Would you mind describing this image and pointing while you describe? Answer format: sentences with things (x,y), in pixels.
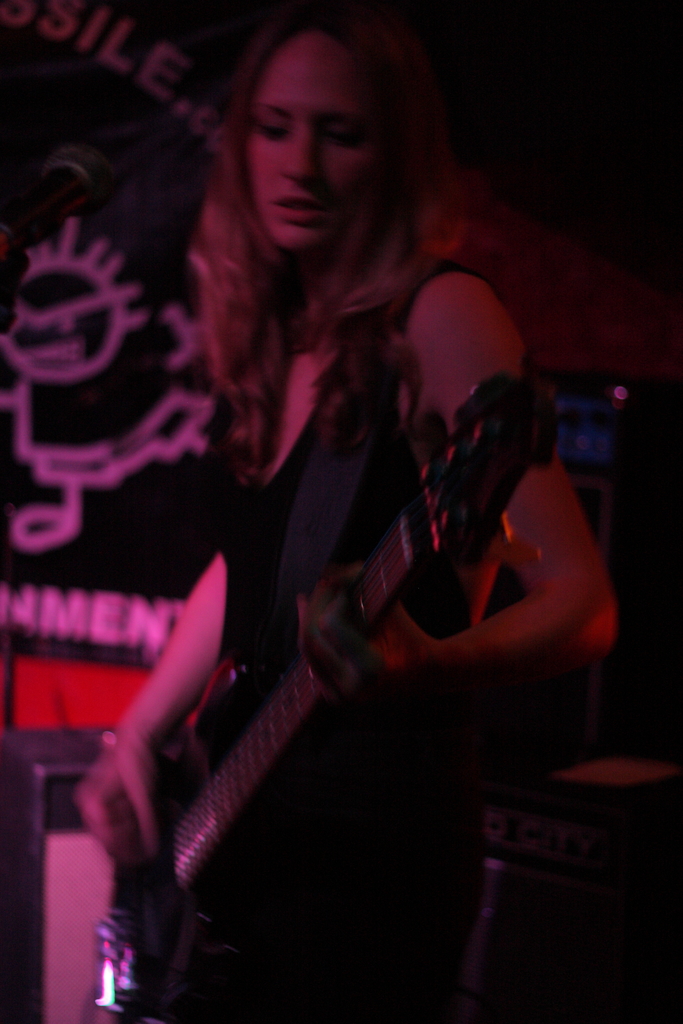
Here we can see a woman (273,258) holding a guitar (503,500), probably playing the guitar (312,685).
